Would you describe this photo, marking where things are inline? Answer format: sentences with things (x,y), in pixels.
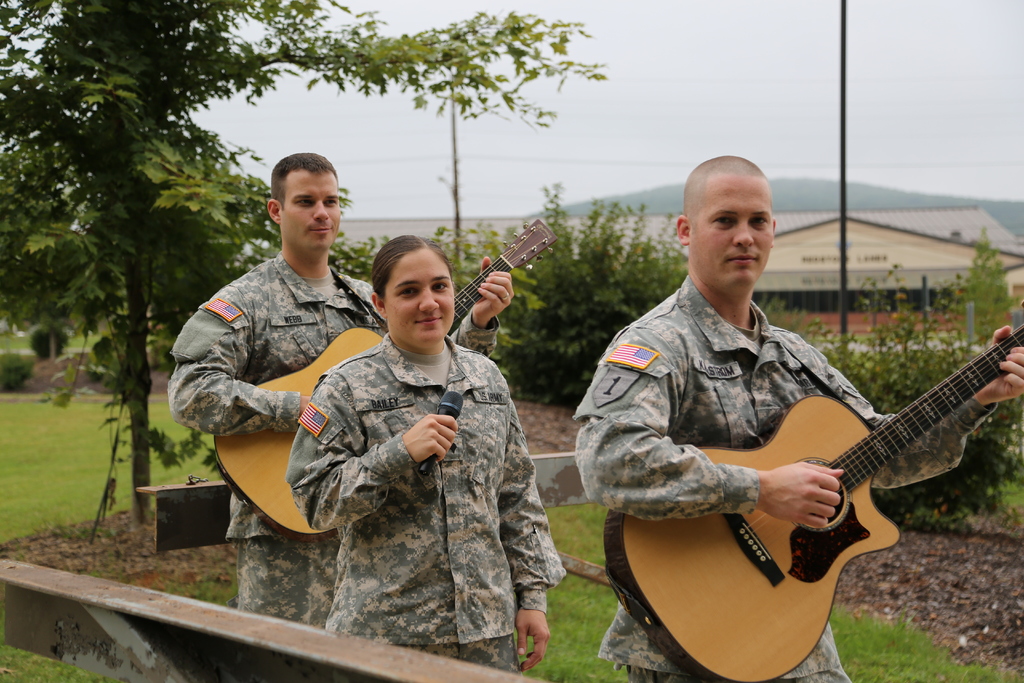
Here a woman (484,485) holding mic (452,405) in her hands (440,438) and is in between two men (595,395), holding guitar (708,527) in their hands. Behind her there is a tree (91,204), sky (758,55), pole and a building (885,253).
